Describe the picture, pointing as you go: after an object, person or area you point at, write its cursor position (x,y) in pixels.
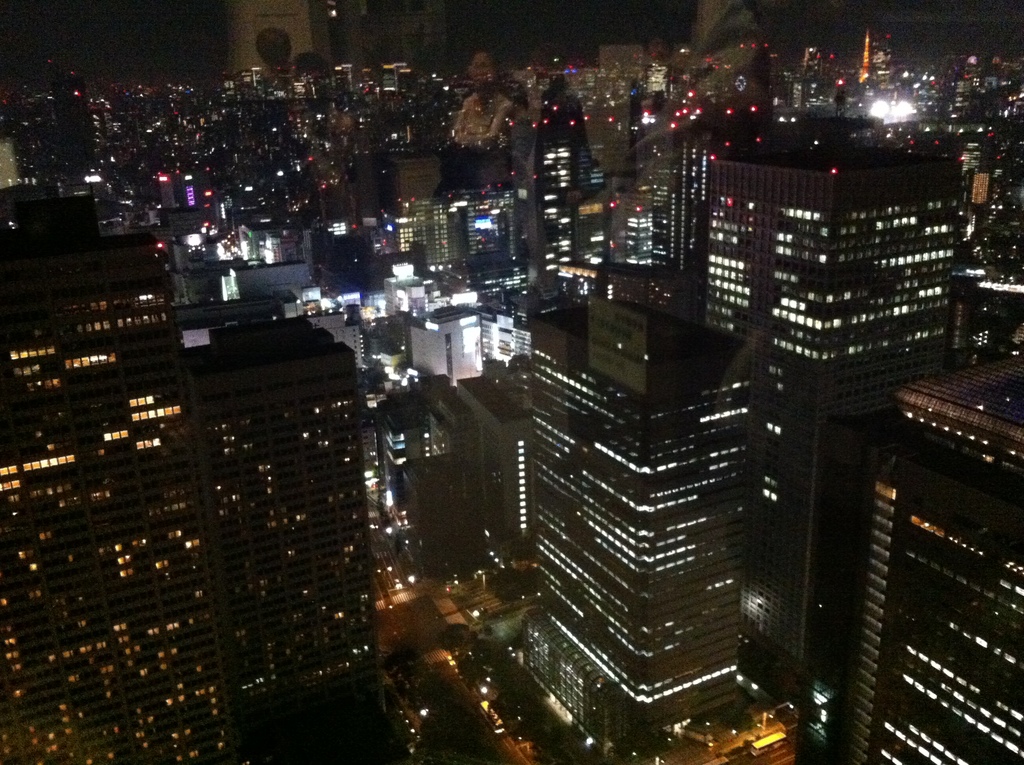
This is a glass (591,429). Through the glass (610,139) we can see many buildings (493,399), lights (429,455), trees (491,661), road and sky (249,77). On the glass (713,202) we can see the reflections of few persons (277,84).
